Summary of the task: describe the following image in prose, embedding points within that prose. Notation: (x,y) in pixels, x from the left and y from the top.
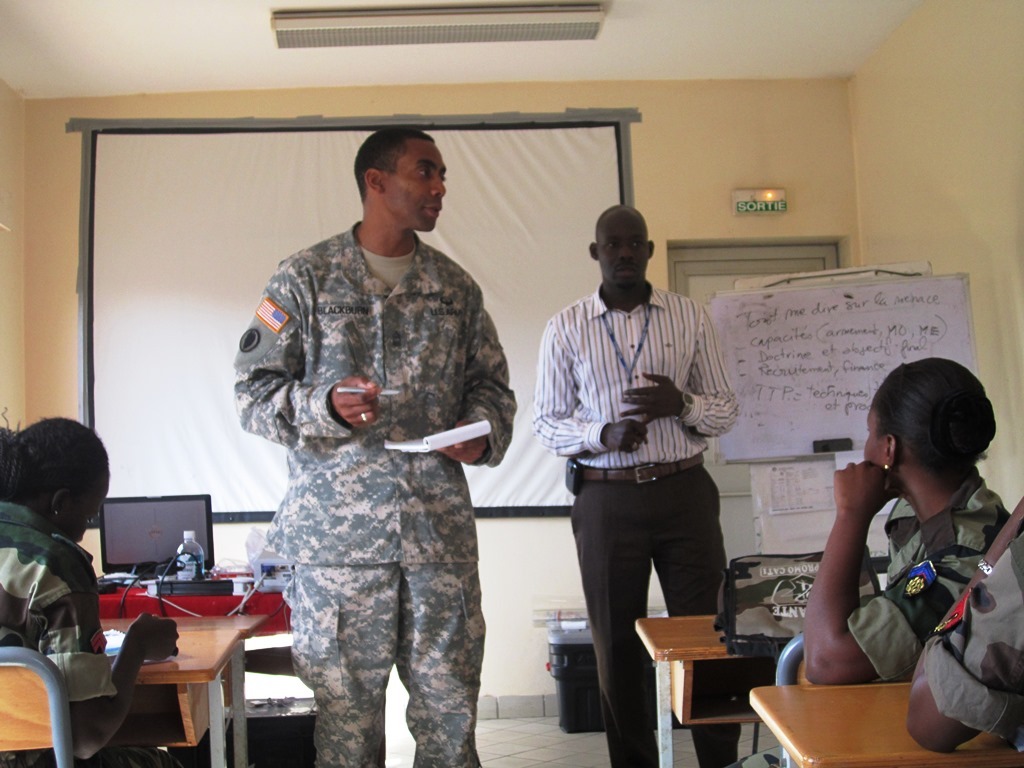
In this picture there are five persons (410,245) one of the man (383,280) is in the uniform (385,473) looks like he is in the military. He is holding a book (459,433) and a pen (364,390) in his hands (376,387) and the other person (569,369) is in his formals (671,433) standing beside this person (431,359) and the other three (916,565) are ladies (991,654) sitting on the chair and keeping the bag (761,626) in front of them and a book (116,636) in the background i could see a white board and to the ceiling (335,70) there is bulb (509,27) and in the back (729,264) there is door (751,264) to the wall (572,579).
